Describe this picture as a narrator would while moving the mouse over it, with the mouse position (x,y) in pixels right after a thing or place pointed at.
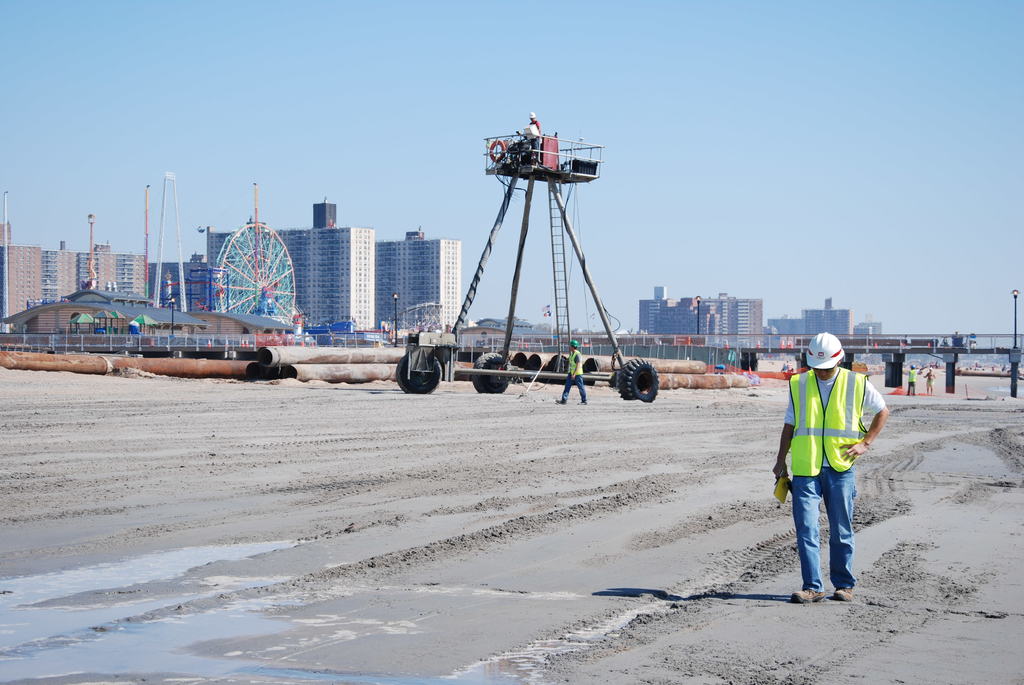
In this image I can see there are persons (570,383) on the ground (476,436). And there is a crane (453,378) and a pipeline (692,374). And there is a giant wheel (235,232), rod (176,245), light pole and a fence (762,340). And at the back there are buildings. And there is a bridge (949,350). And at the top (508,109) there is a sky (267,97).
